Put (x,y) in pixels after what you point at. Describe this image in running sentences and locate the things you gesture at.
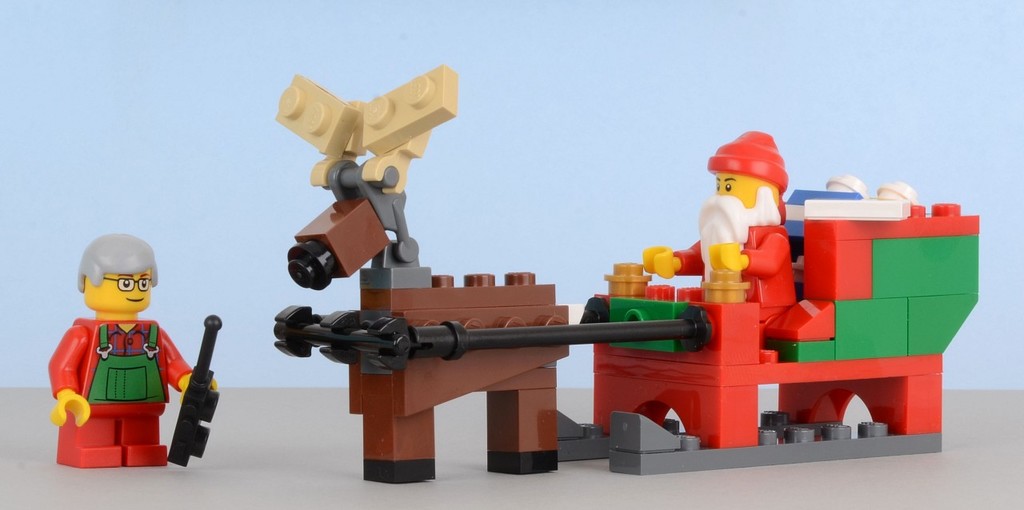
In this image in the center (421,336) there are some building blocks (370,303) and toys (140,297), in the background (129,179) there is a wall (518,188).
